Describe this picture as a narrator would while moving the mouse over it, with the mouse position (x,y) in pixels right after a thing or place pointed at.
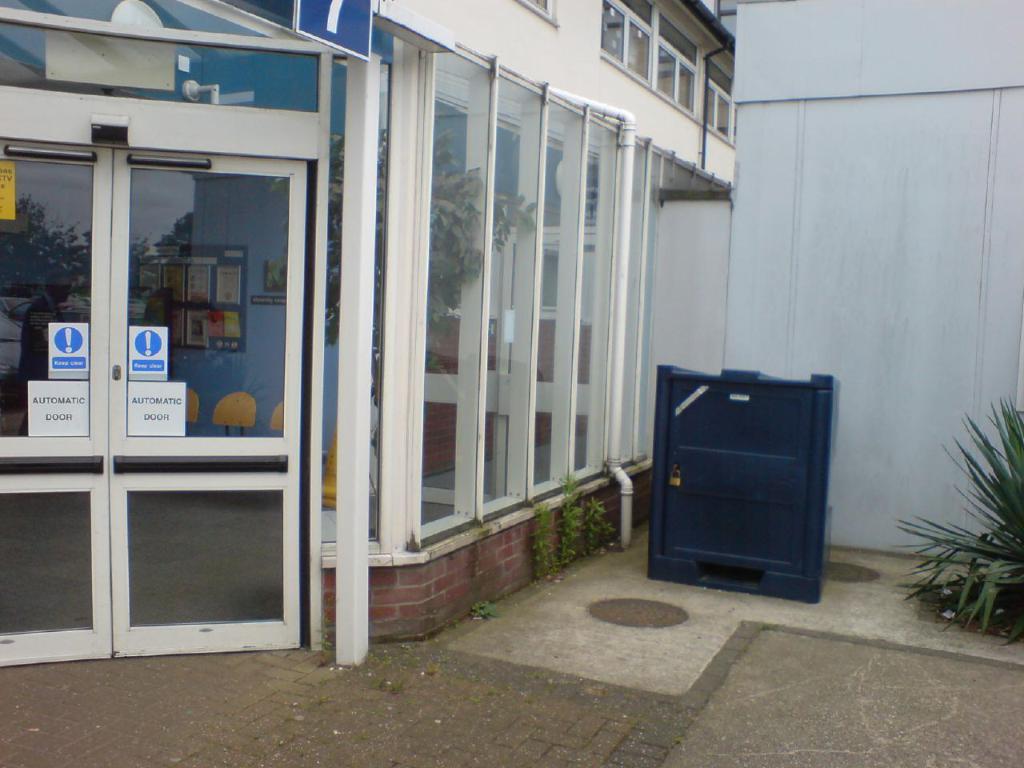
In this image we can see glass doors (248,302), plants (443,268), a wall (743,264) and a metal object (686,449).
